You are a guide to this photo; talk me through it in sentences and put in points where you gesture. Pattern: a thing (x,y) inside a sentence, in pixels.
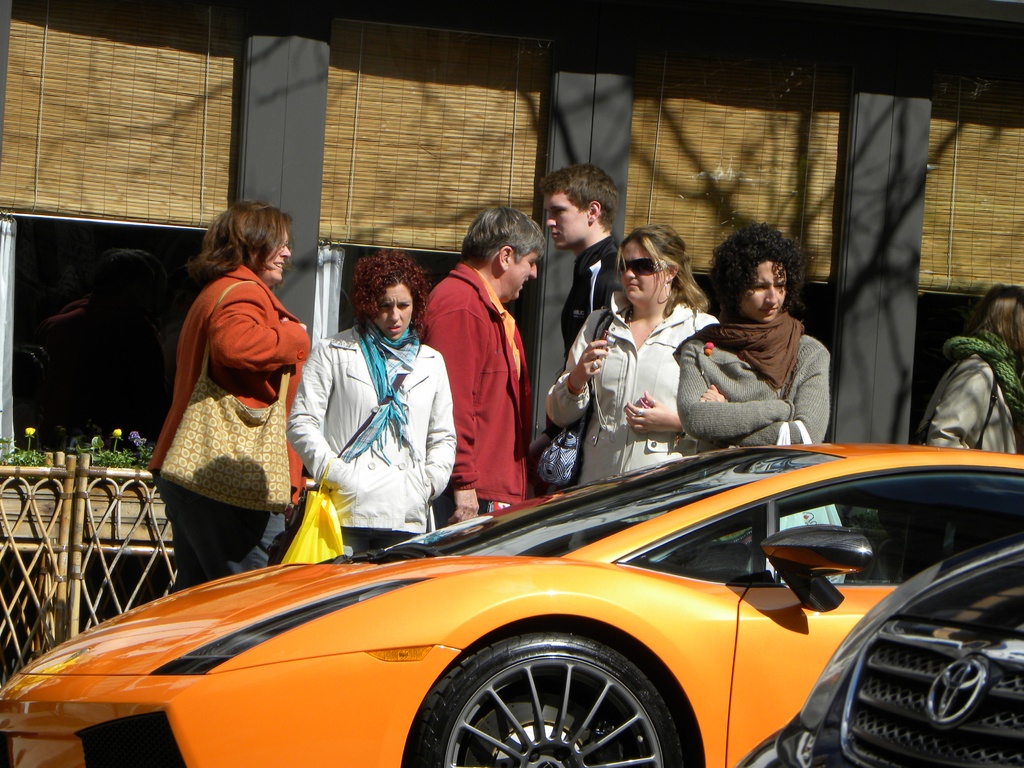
In this image, we can see persons (739,328) wearing clothes (802,341). There is a car (624,596) at the bottom of the image (543,651). There are window blinds (487,100) at the top of the image (652,53). There are grills (53,558) in the bottom left of the image (139,547). There is an another car (882,630) in the bottom right of the image (965,677).
